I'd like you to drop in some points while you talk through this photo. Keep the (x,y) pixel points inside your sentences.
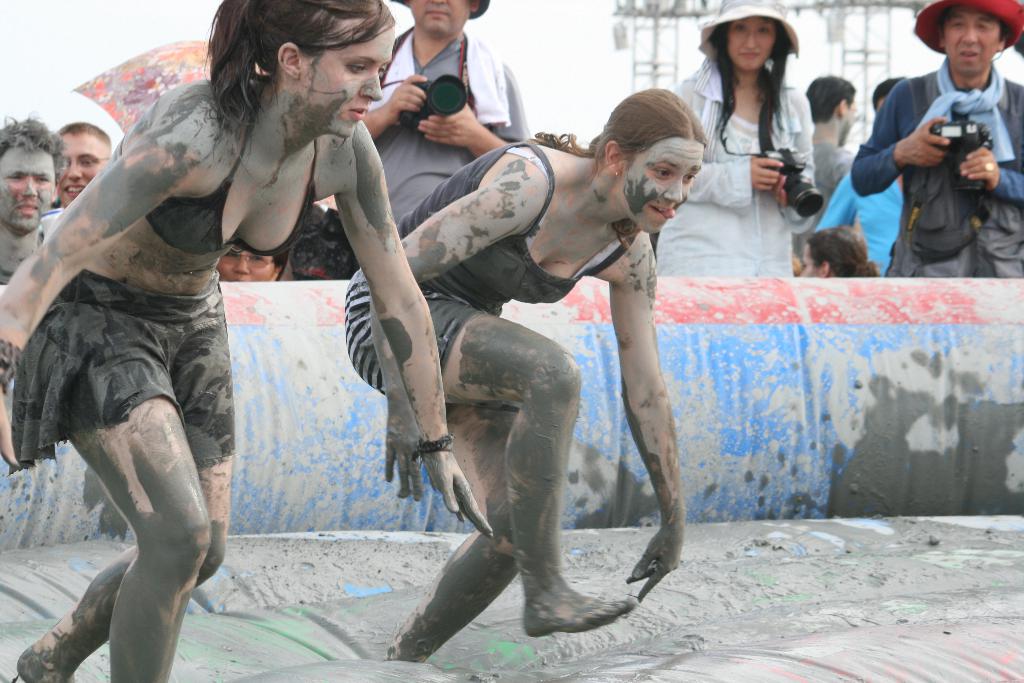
In this image, in the middle (587,252), we can see a woman (584,236) walking. On the left side (293,58), we can also see another woman (344,73) walking. In the background (832,366), we can see a tube (832,366), a group of people (934,203) and a few people (914,206) are holding a camera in their hand (918,145), sky (577,29) and pole (857,41).
